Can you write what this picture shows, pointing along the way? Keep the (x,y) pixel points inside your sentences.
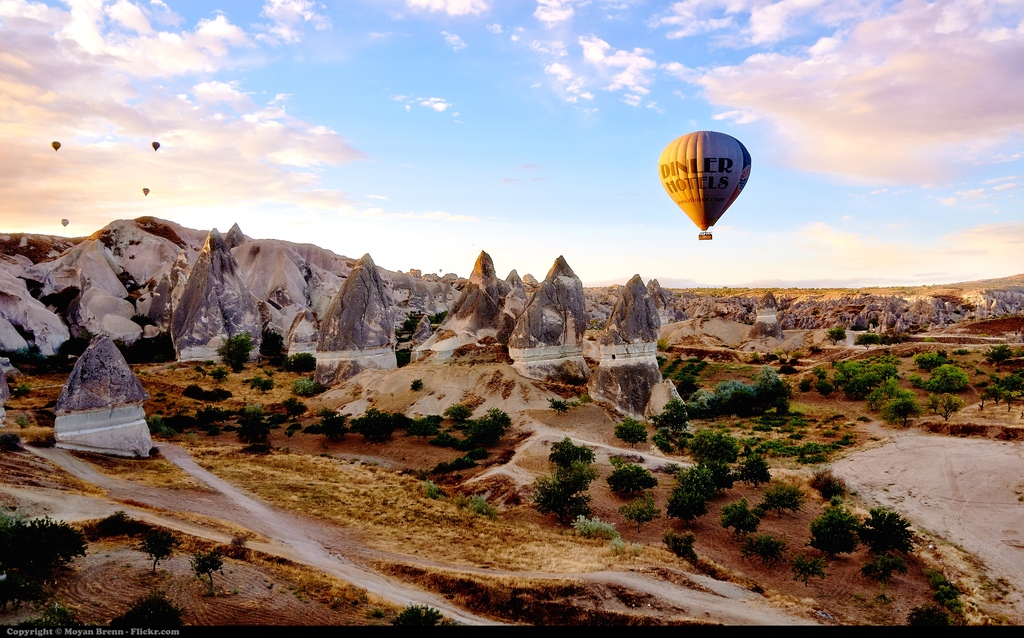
This is completely an outdoor picture. In this picture we can see a clear blue sky (491,150) with clouds (227,97) and we can see few hot air balloons (143,191). On the background of the picture (984,294) we can see hills (733,296). These are the mountain peaks (453,317) and in front of the picture there are few bushes (757,550).
